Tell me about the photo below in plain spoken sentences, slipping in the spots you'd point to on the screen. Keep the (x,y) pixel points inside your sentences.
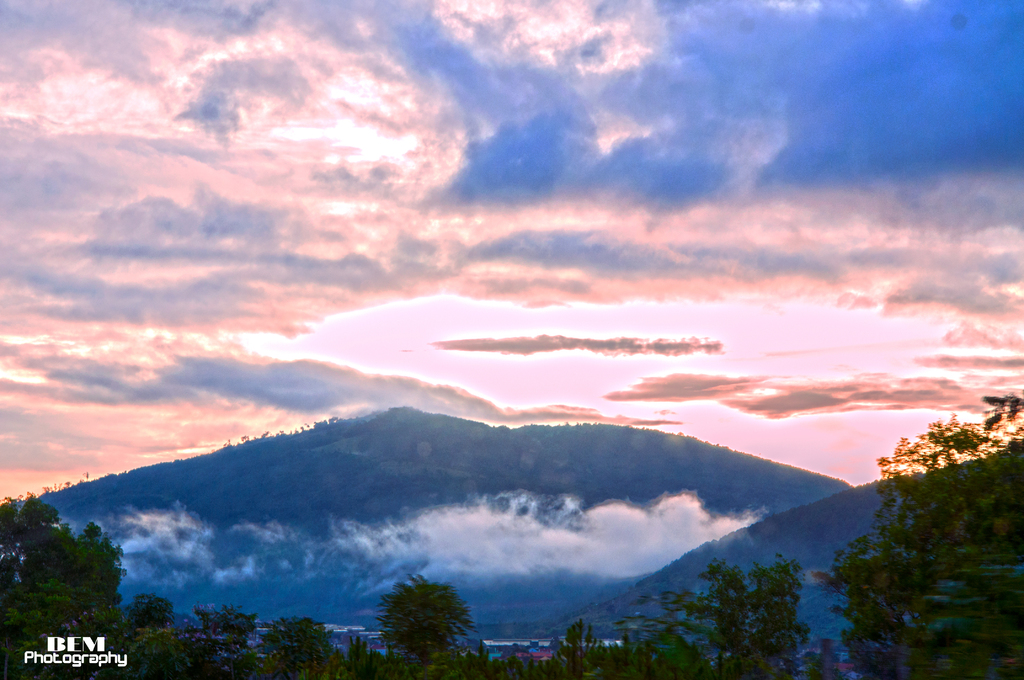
In this image we can see some trees (588,672) and in the background (862,494), we can see the mountains (697,567). We can see the sky (649,349) with clouds (578,264).
